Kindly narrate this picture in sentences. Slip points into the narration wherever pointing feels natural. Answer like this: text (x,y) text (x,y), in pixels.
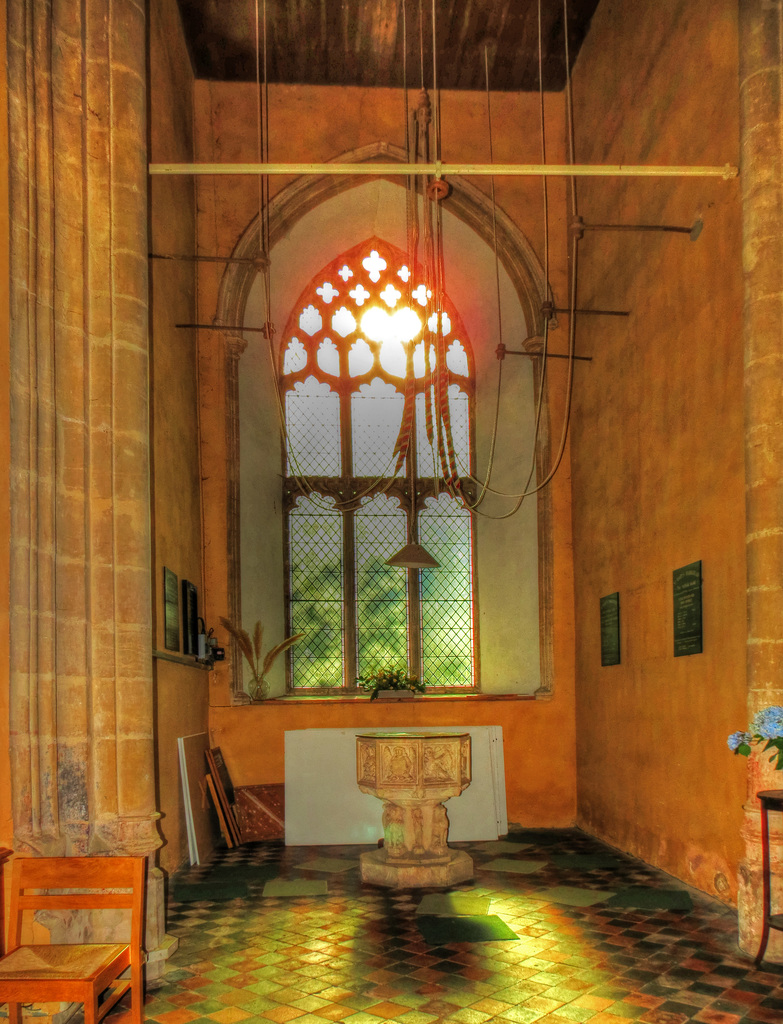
In this image I can see walls (649,636), window (344,593), pillars (87,410), ropes (267,142), chair (74,867), plants (385,668), table (770,803) and objects (437,768). Pictures (689,648) are on the walls (199,579).
